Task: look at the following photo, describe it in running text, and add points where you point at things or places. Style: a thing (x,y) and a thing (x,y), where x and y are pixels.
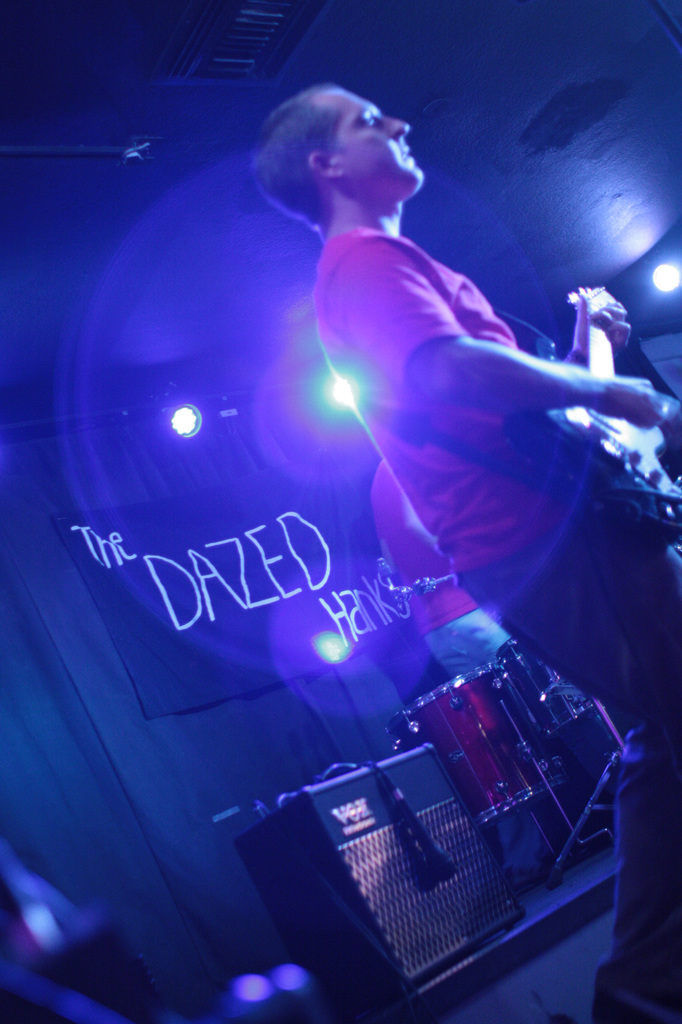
In this picture we can see a boy (407,462) wearing red color t-shirt (400,454) playing the guitar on the stage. Behind there is a musical system (385,892) and red color drum (498,777). Above we can see some spotlights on the ceiling (89,94).
